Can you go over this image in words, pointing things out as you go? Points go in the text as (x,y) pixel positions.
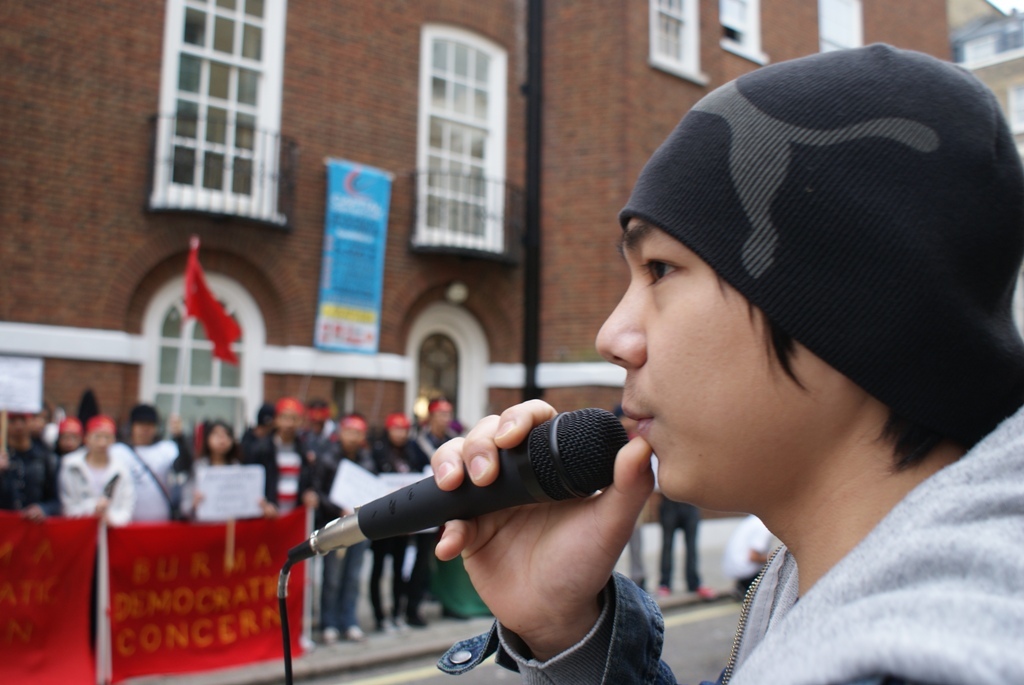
In this image there is a person (857,341) wearing cap (795,288) holding a microphone (378,509) in his hand (510,432) and at the background of the image (300,504) there are group of persons (163,494) standing and building (166,359).
